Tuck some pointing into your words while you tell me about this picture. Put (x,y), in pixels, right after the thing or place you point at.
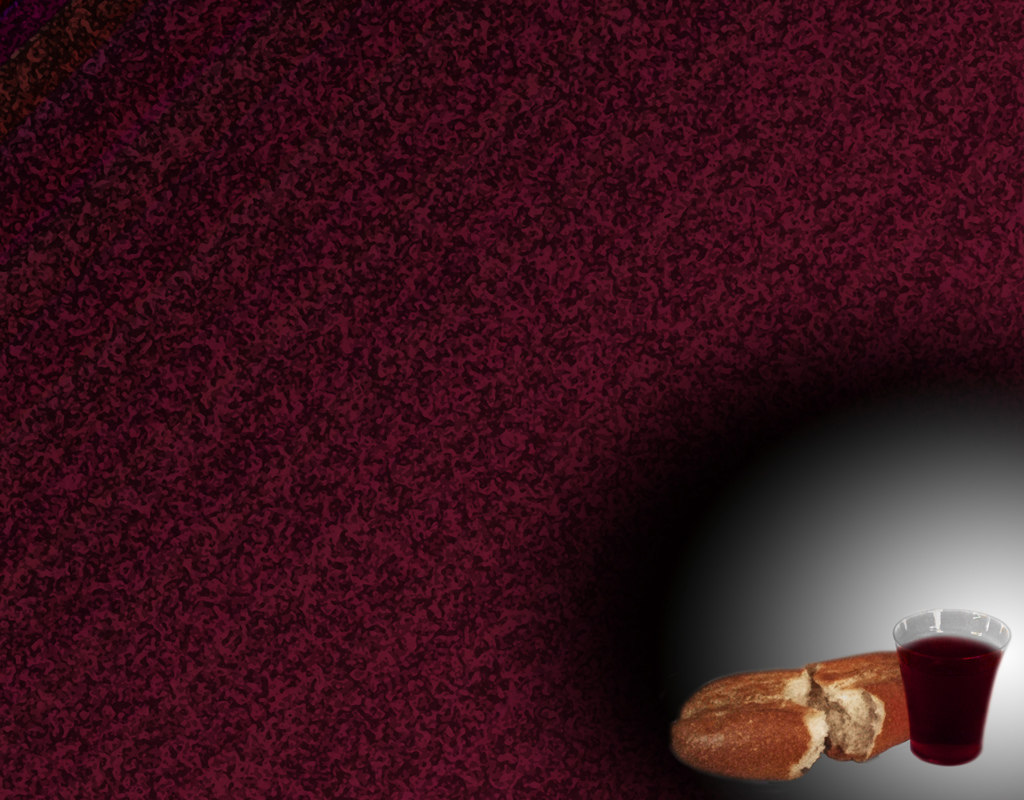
In this picture I can observe some food (856,698) and a glass (955,684) with some drink (933,680) in the bottom right side (946,658). In the remaining part of the picture I can observe purple color.
